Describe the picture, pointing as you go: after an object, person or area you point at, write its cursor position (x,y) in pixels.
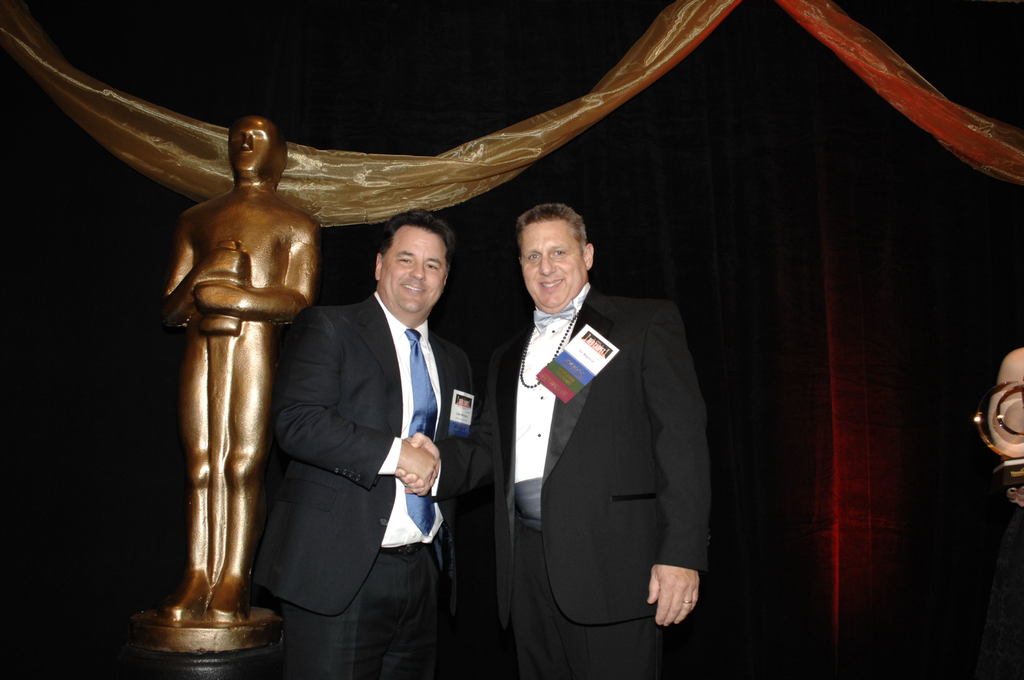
This image is taken indoors. In this image the background (996,150) is dark and there is a cloth (962,118). On the right side of the image (1003,417) there is an object (989,426). In the middle of the image (465,394) two men (449,426) are standing and they are with smiling faces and there is a statue (234,344).
